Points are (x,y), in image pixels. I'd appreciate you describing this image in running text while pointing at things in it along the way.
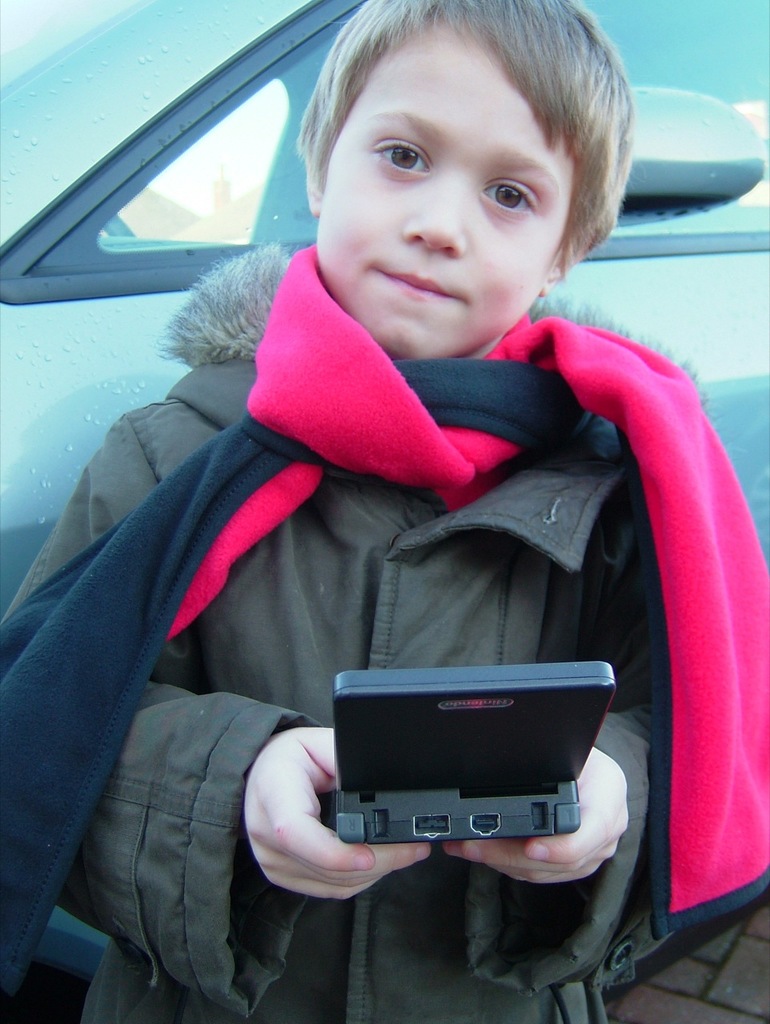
In the picture I can see a kid (533,534) standing and wearing a jacket (459,569) is holding an object (520,751) in his hands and there is a vehicle (159,199) behind him.
